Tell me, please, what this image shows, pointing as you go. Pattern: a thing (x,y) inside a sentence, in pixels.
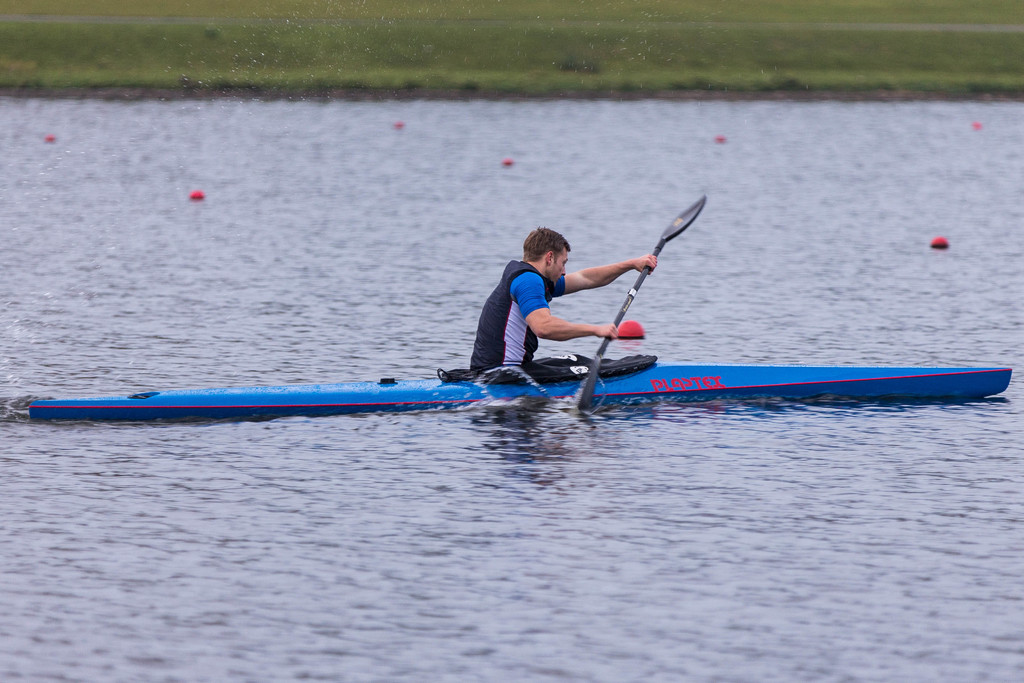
In this image there is a person (546,331) on the watercraft (624,376) is kayaking by holding the paddle (599,353) in his hand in the water (516,523). In the background of the image (496,67) there is grass (655,62) on the surface (616,68). There are some objects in the water (397,516).
